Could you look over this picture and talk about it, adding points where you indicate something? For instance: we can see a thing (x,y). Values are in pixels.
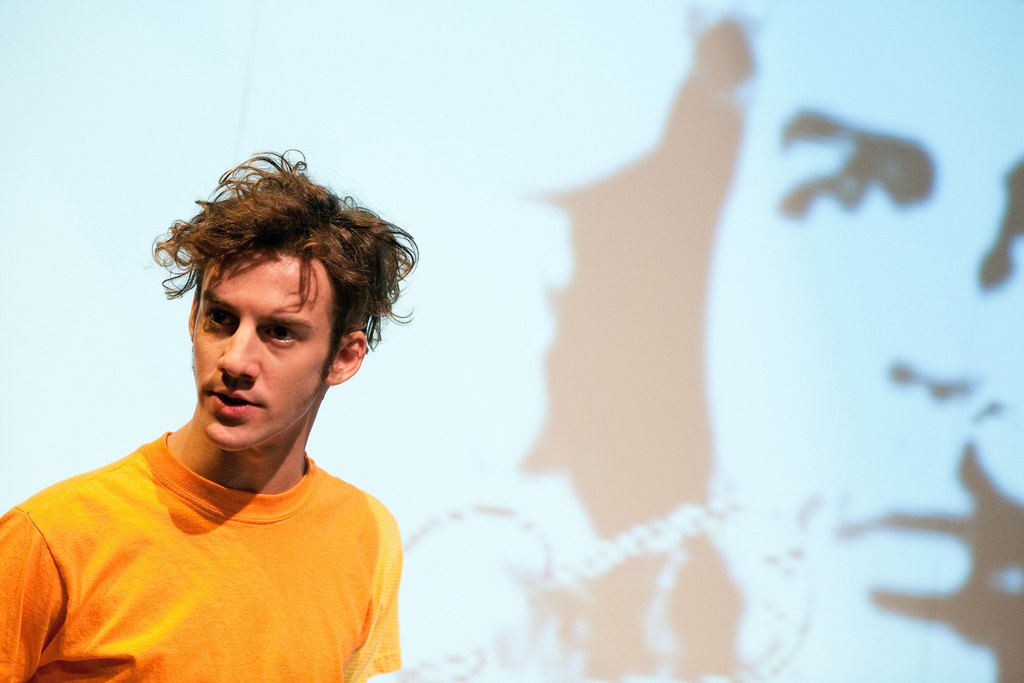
In this picture I can see a man (316,510) and looks like a hoarding (740,356) of a man (688,404) in the back (705,274).
